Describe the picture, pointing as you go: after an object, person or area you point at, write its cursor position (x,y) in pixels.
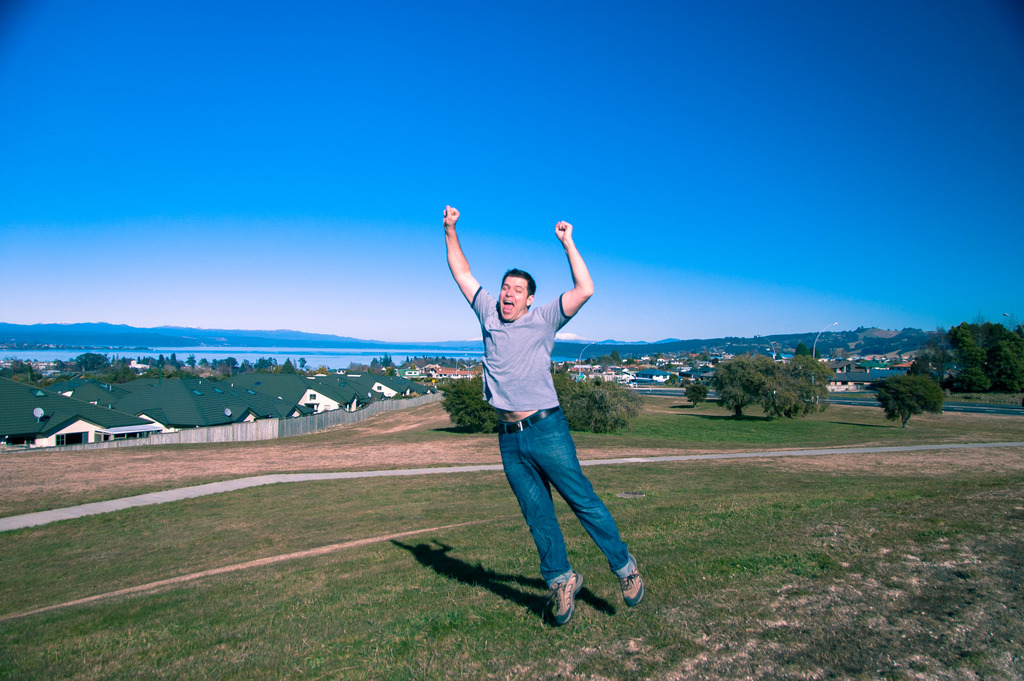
In this picture I can see a man (520,447) jumping and I can see buildings (82,389), trees (763,362) and water (315,361) and I can see grass (529,540) on the ground (620,513) and a blue sky (562,265).
